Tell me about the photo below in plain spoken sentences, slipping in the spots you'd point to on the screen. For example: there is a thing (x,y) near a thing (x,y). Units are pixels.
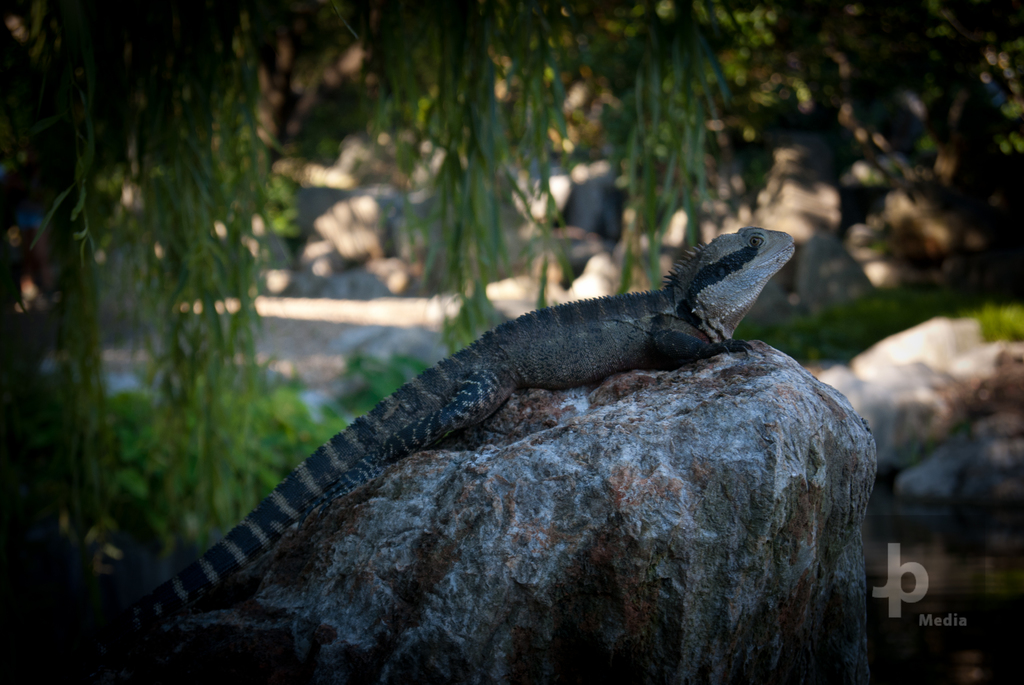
In this picture I can see there is a reptile (575,369), it is sitting on the rock (574,459) and it has a long tail (173,597). There are trees (217,253) in the backdrop (282,453) and there are few rocks (904,388) and there is a watermark (901,549) on the right side (895,573) bottom of the image (896,614).
